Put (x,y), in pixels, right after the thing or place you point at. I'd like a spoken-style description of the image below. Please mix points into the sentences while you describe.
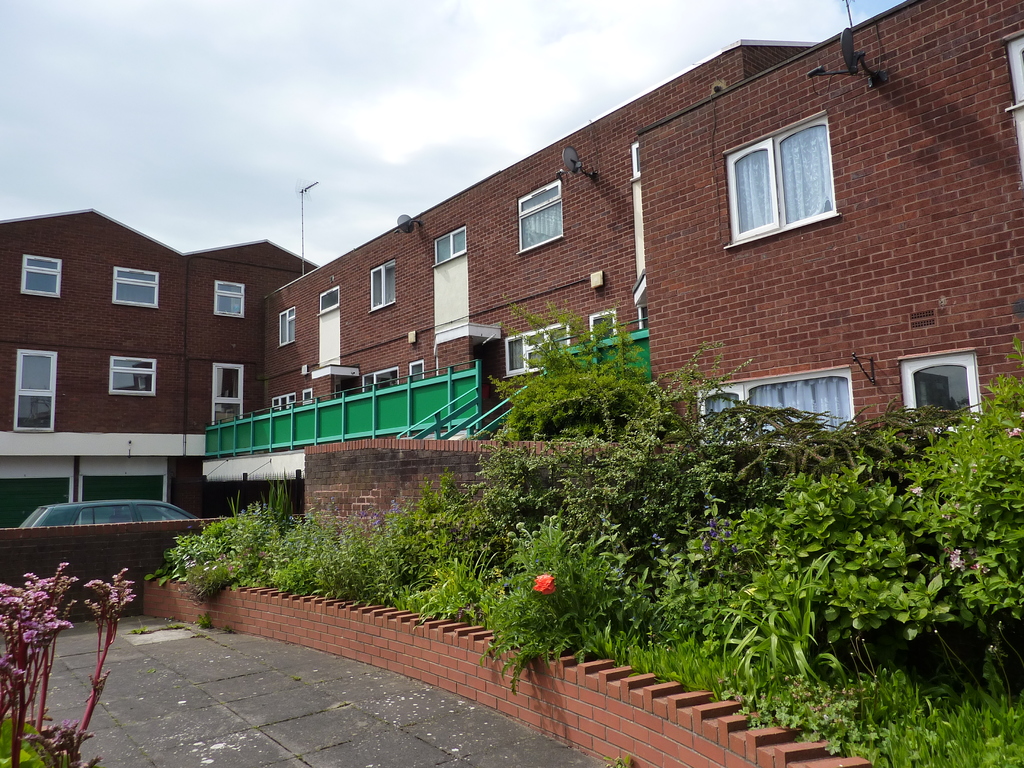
This picture is clicked outside the city. Here we see a building (368,307) which is made of red color bricks (263,309). Beside that, we see staircase (471,424) and iron railing (349,404) which is green in color and beside that, we see many trees (708,466) and plants (371,566). In front of the building (120,485), we see car (60,510) and on top of the picture (180,132), we see sky (160,200).
